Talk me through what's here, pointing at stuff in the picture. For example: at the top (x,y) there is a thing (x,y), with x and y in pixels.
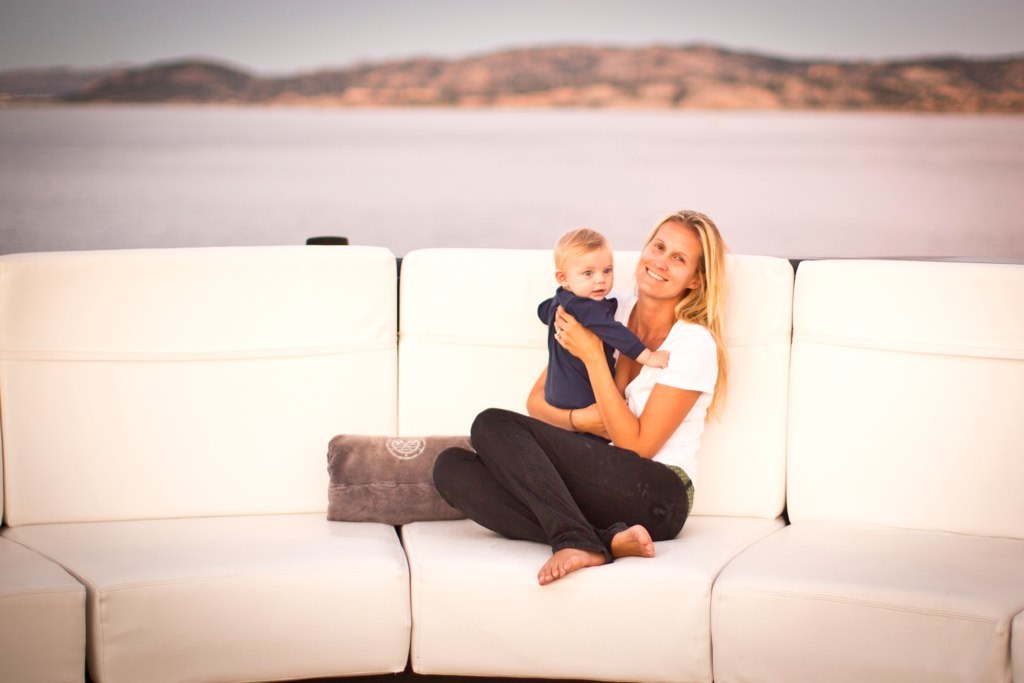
Here I can see a woman (666,386) carrying a baby (580,382) in the hands (578,340), sitting on a couch (712,569), smiling and giving pose for the picture. Beside her I can see a pillow (407,485). The couch (266,610) is in white color. In the background (600,85) there is a hill (656,66).
